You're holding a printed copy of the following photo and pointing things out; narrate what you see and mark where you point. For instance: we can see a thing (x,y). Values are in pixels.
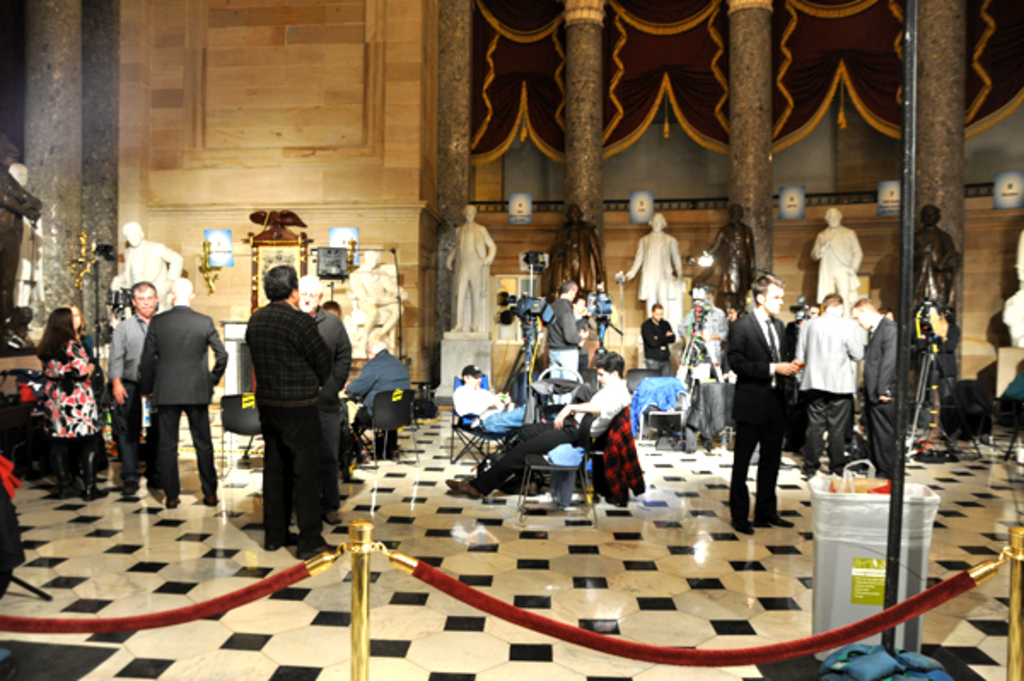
In the bottom of the image (1010,550) there are safety poles (278,585). In the center of the image (495,432) there are many people (299,544). There are depictions of persons (482,286) in the image. There are pillars (740,43). There is a wall (181,48).
